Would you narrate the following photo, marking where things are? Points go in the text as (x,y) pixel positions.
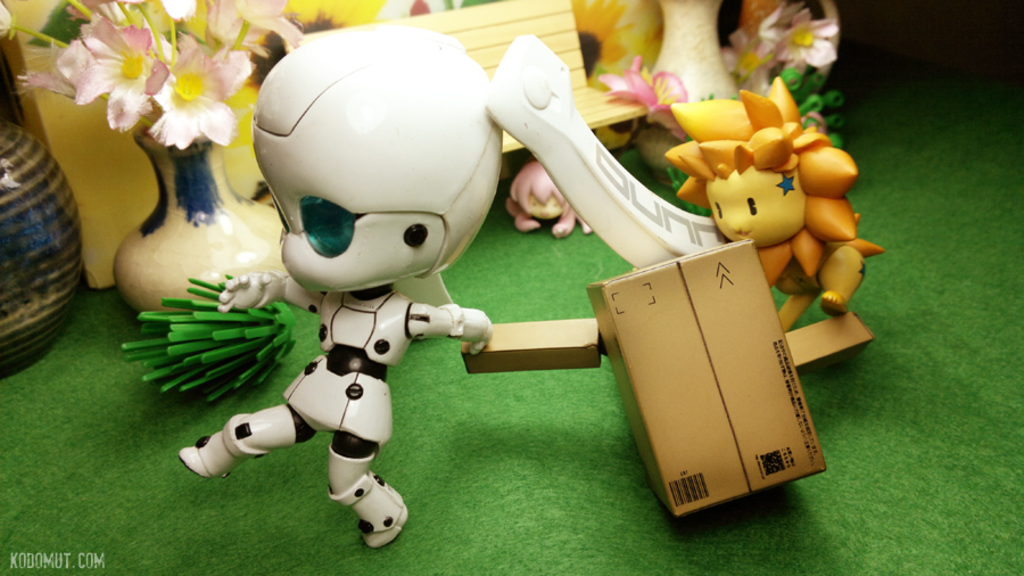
In this image, we can see some toys (628,199) and flower vases (641,152).
